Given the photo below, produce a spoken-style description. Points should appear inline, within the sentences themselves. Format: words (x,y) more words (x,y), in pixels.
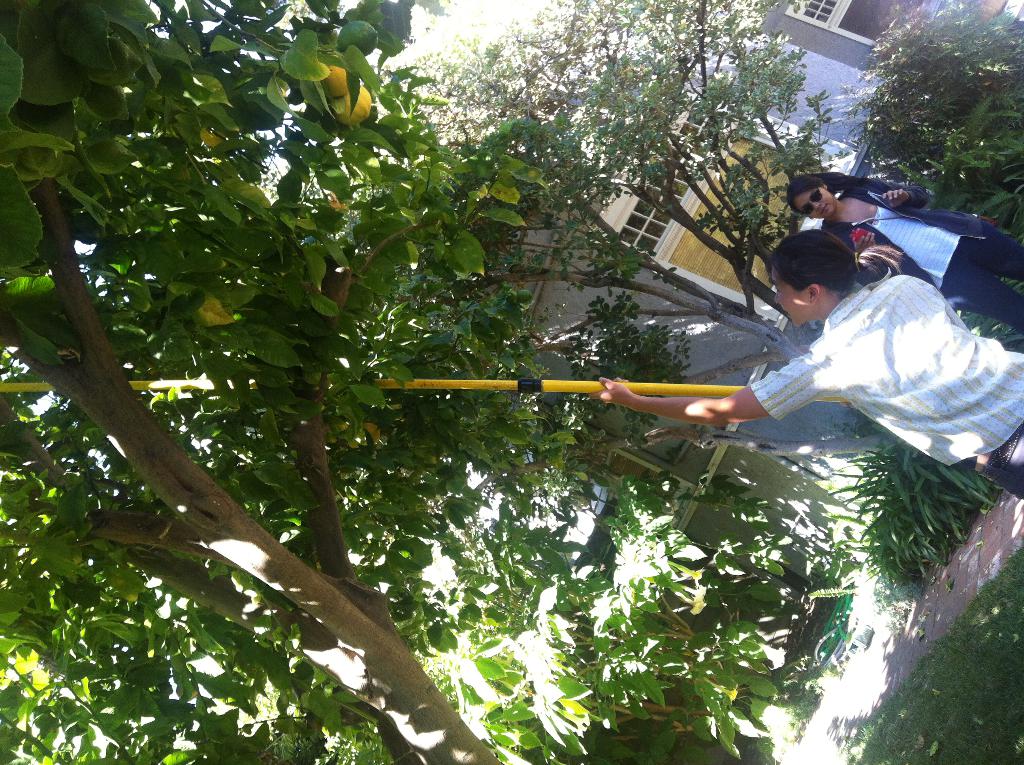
In this image we can see a woman (846,228) wearing the glasses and standing on the path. We can also see a person (837,308) holding the stick (524,390). We can see the grass (944,646), plants (865,548), trees (58,255) and also the building (748,143).
